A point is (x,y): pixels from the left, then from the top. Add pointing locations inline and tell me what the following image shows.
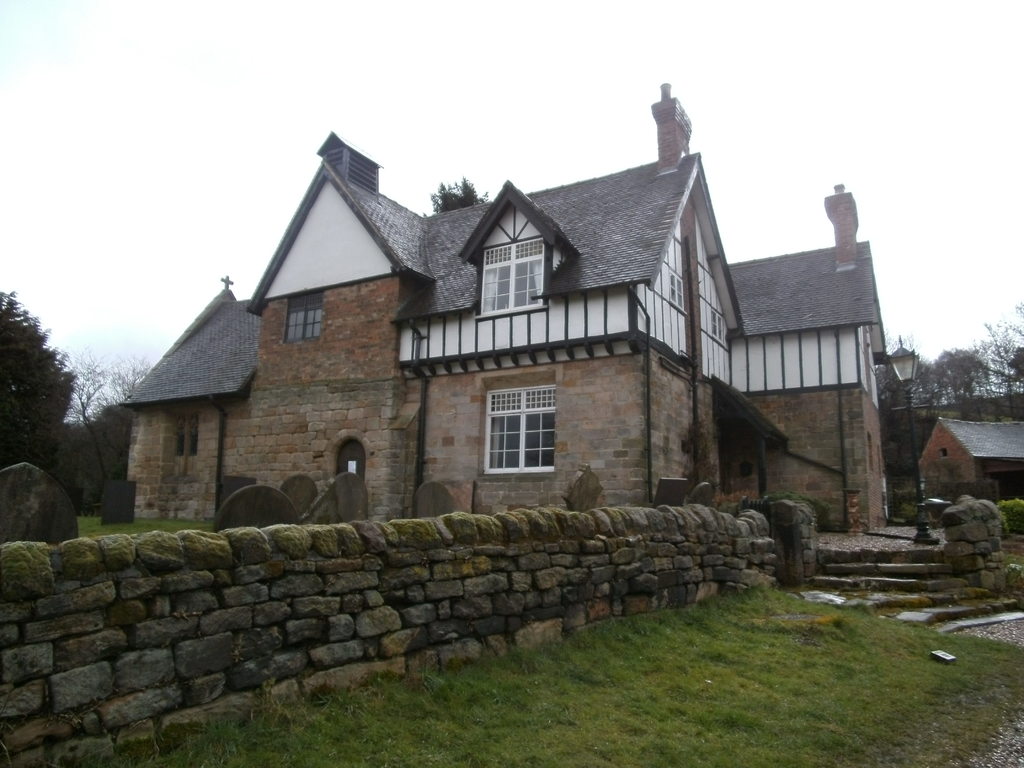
This picture consists of house (806,275), on top of house (806,275) sculpture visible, in front of the house (828,472) there is the wall (695,529), pole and light (909,372) attached to the pole (908,413) and on the right side (962,409) I can see tree (949,381) and small house (998,423), there is the sky (564,97) on the right side (843,58) and there are few trees (58,421) visible on the left side (66,402).
